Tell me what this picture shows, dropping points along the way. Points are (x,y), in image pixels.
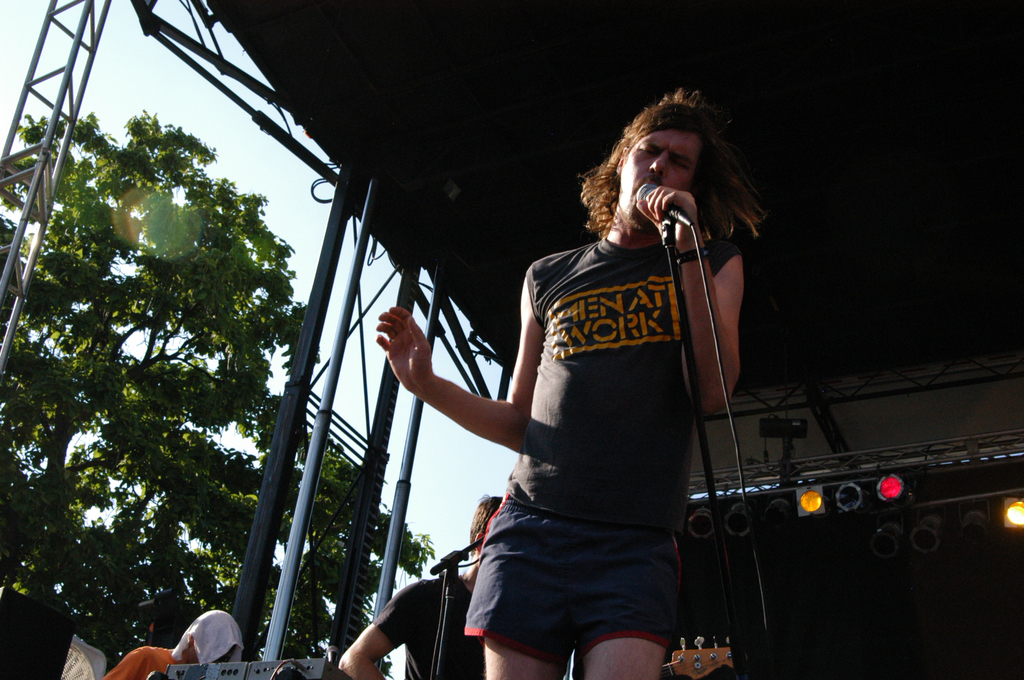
This image is clicked in a musical concert. There is a tree (194,414) on the left side (168,409). there is a tent (797,302) and there are lights (921,522) in the bottom (918,530). There are so many people (463,626), the one who is standing in the front (590,384) is wearing black dress (660,395) and he is singing something.
